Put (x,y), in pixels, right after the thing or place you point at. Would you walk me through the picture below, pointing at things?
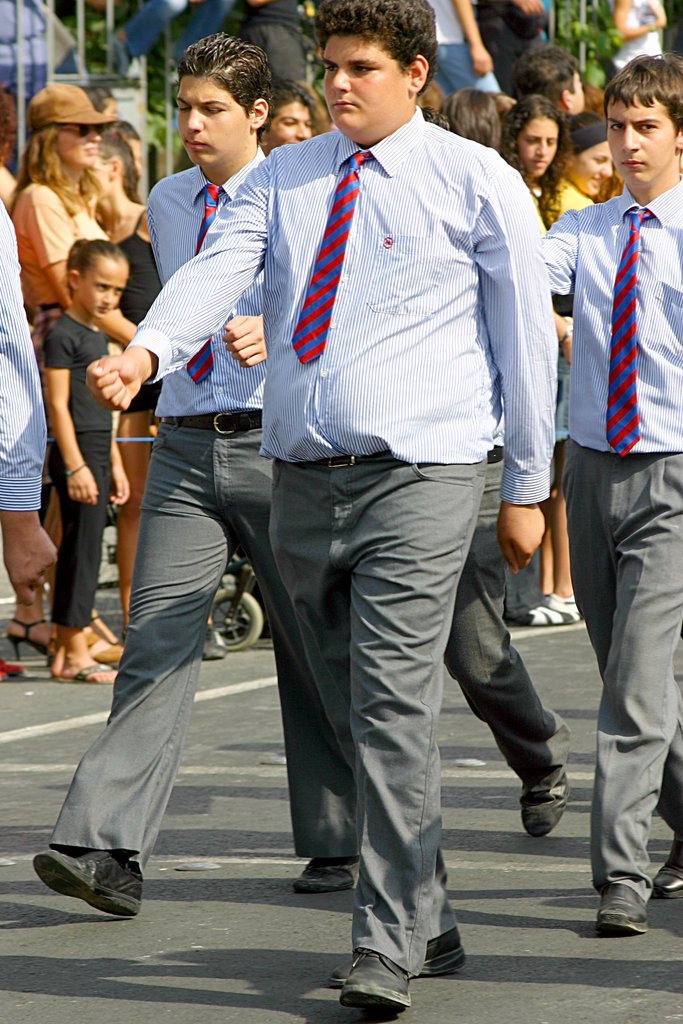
In this image we can see few people (564,147) standing and few people (375,732) walking on the road (228,869) and there is a fence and trees (572,31) in the background (572,18).
